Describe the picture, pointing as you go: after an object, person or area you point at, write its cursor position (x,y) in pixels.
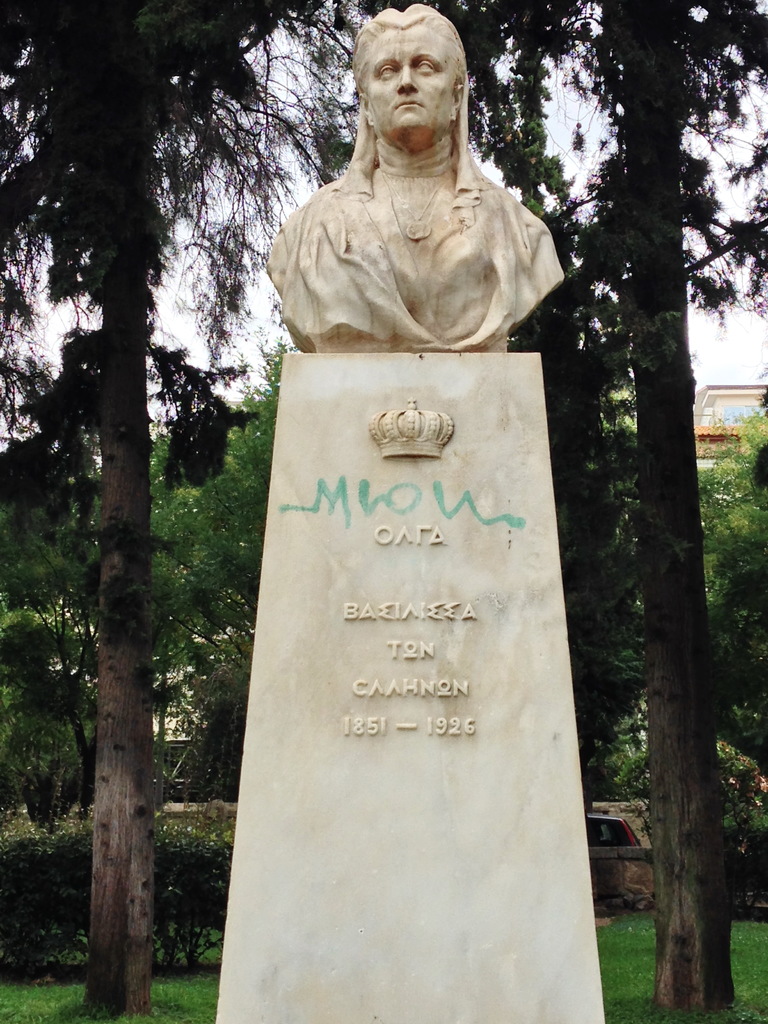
In this picture we can see a sculpture (271,255) on a pillar (535,709). There is some text (410,499) and carving (436,432) of a crown (437,430). Some grass (695,1022) is visible on the ground (196,1006). There are a few trees (115,1006), vehicle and a building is visible in the background (630,426).
